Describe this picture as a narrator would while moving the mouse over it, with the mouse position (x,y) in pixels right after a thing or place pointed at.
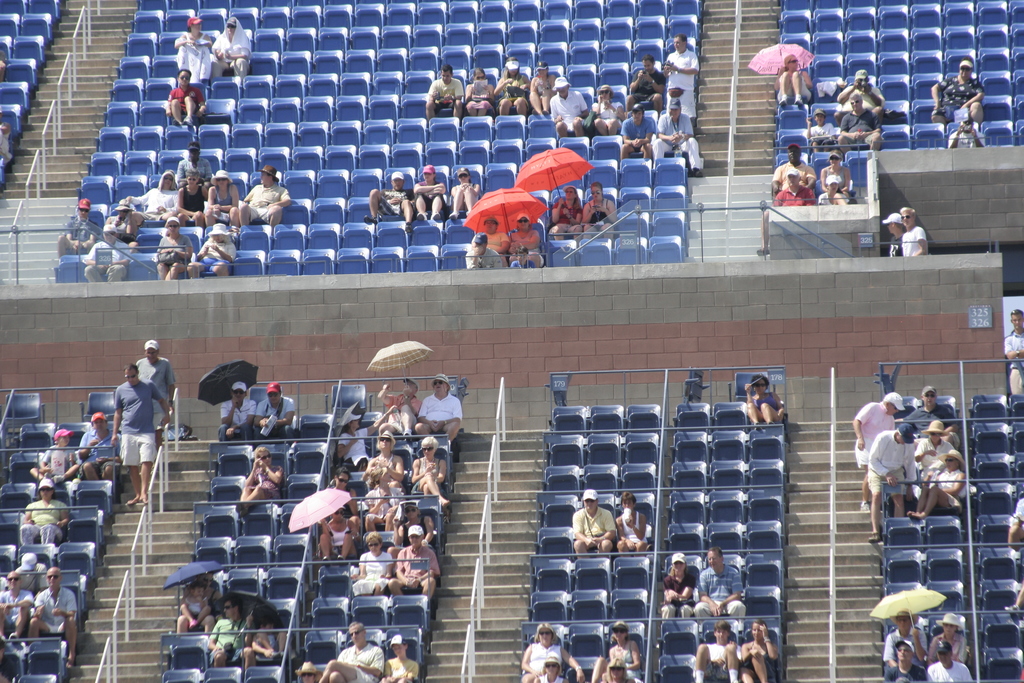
In this image I can see few people (346,450) are sitting on the chairs (286,549) and few are holding umbrellas (386,350). The umbrellas (375,365) are in different color. We can see stairs (520,460) and poles (472,661).
